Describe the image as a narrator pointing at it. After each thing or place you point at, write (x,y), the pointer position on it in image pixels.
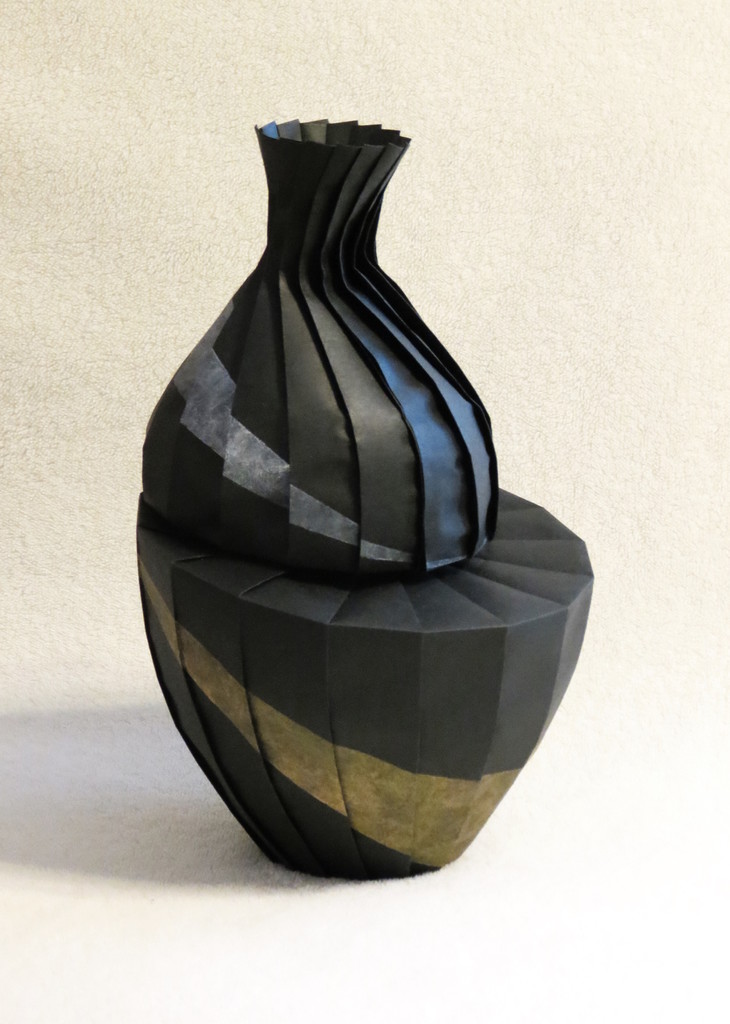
In the image we can see there is a paper vase (366,542) kept on the table (252,953).
